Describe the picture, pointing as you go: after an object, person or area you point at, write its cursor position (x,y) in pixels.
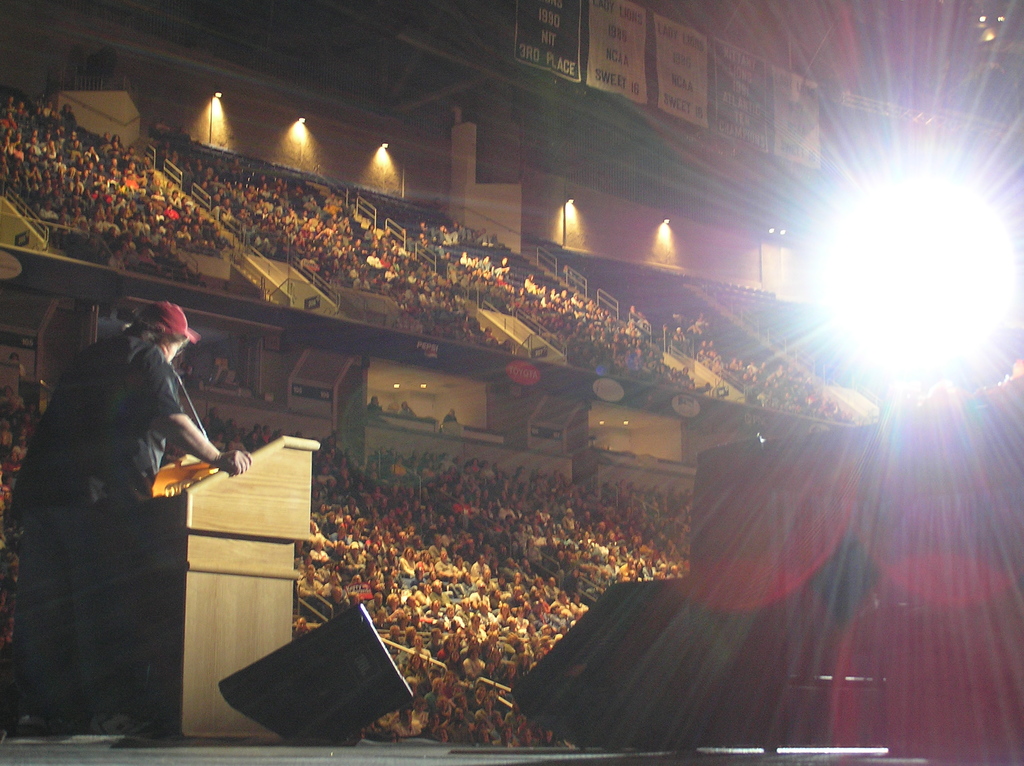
This image is taken in an auditorium (182,255). In this image we can see many people (506,528) sitting. On the left (60,443) there is a person (139,403) standing in front of a podium (233,483) on the stage (149,753). Image also consists of lights (379,151) and also banners (739,103) at the top (751,66).
